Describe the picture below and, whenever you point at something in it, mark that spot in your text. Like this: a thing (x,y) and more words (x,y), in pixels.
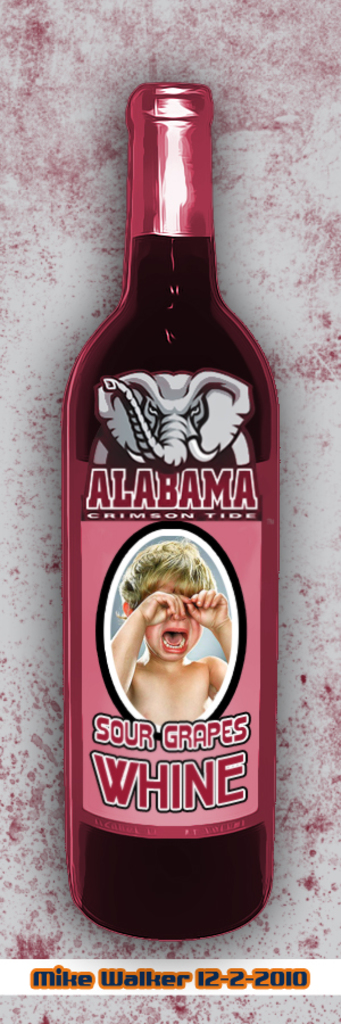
In this image we can see a wine bottle (152,456) with some text (162,486) written on it, also we can see a elephant image (154,407), and a crying boy image (165,601) on it.
